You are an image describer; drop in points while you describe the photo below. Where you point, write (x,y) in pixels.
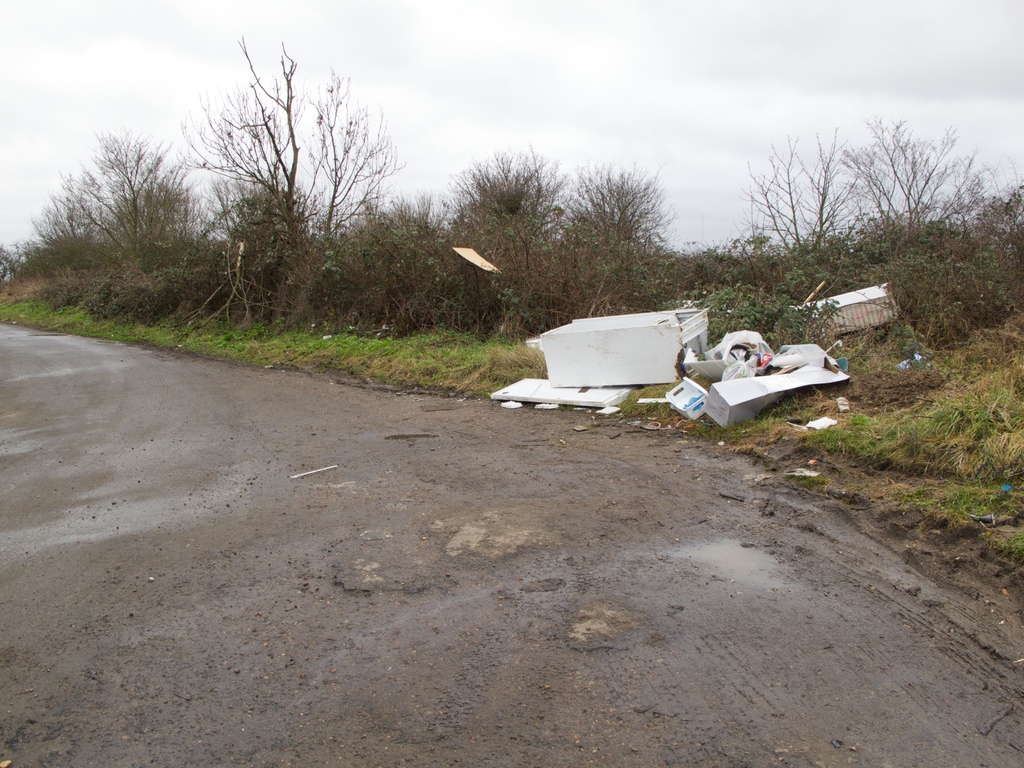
In the picture I can see the road (201,476), beside there are some broken boxes (732,381), trees (341,222), grass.
